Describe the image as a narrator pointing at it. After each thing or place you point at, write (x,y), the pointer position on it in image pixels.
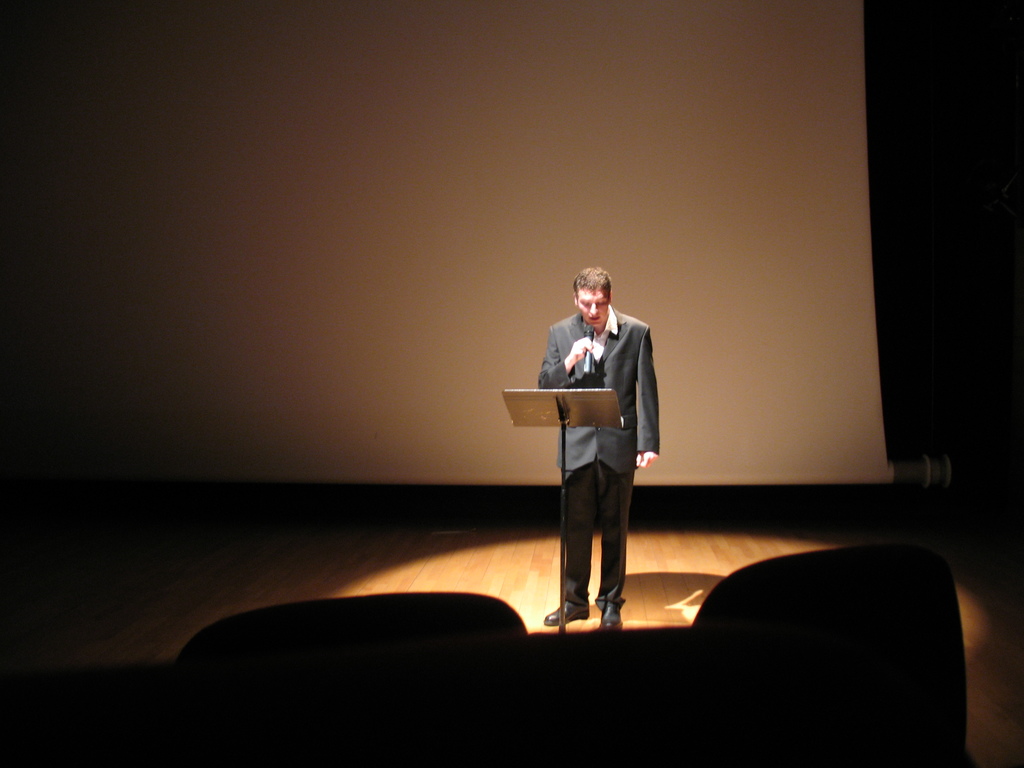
In this picture is a man (606,324) standing on the dais (537,549) and he is wearing a blazer (572,388), holding a microphone (587,363) and there is a stand (573,401) placed in front of him and in the backdrop (460,316) there is a screen (460,316) and it is dark around him.
